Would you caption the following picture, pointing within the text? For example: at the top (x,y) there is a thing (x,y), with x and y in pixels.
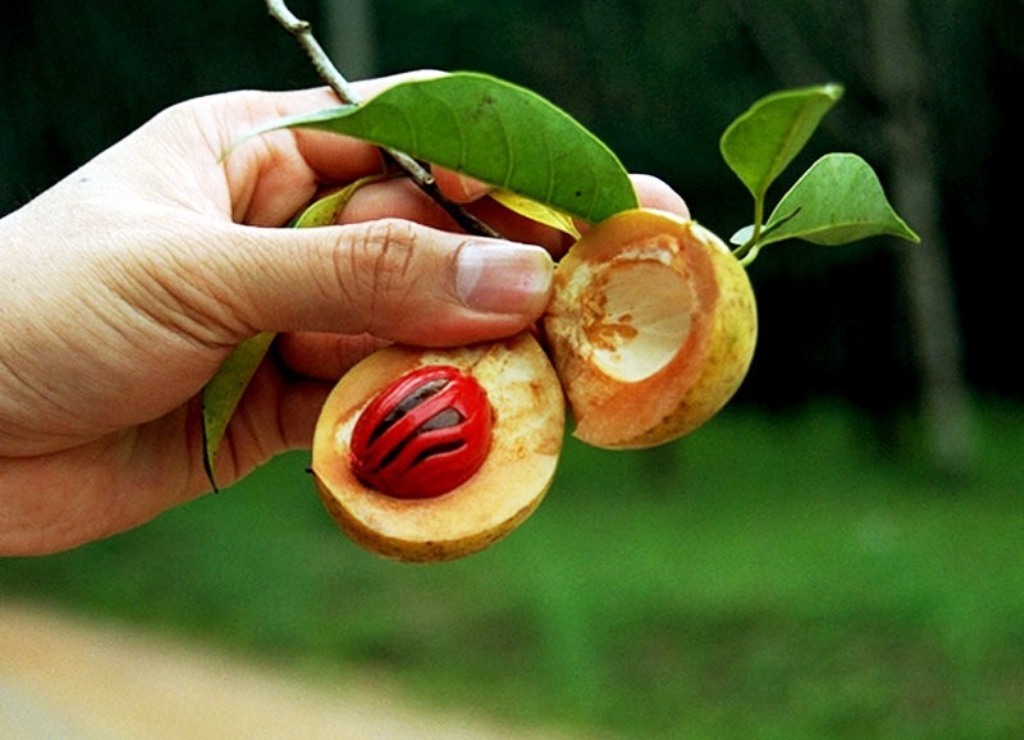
In the center of the image (343,306) we can see one human hand (402,284) holding one fruit (569,385) and leaves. In the fruit (640,319), we can see one seed (444,380), which is in red and brown color. In the background (752,680) we can see the grass (959,617) etc.
